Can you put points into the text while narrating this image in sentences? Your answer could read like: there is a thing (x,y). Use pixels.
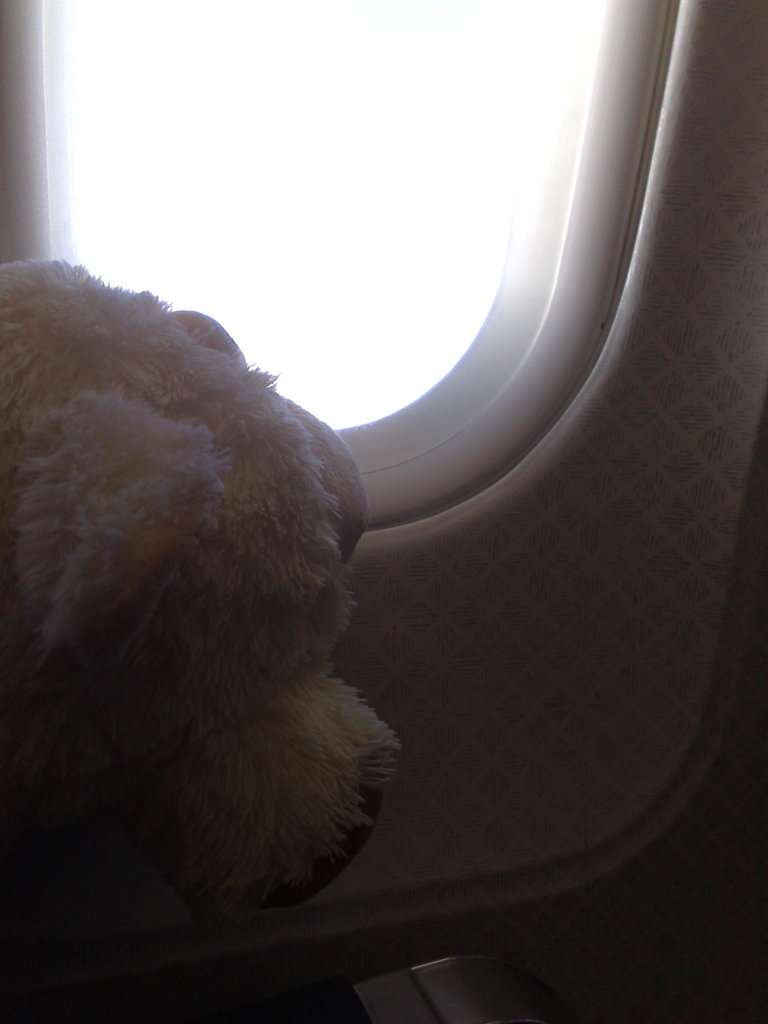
In this image there is a soft toy (147,539) in the left (166,471). This is the window (495,205) of an airplane (544,244).
